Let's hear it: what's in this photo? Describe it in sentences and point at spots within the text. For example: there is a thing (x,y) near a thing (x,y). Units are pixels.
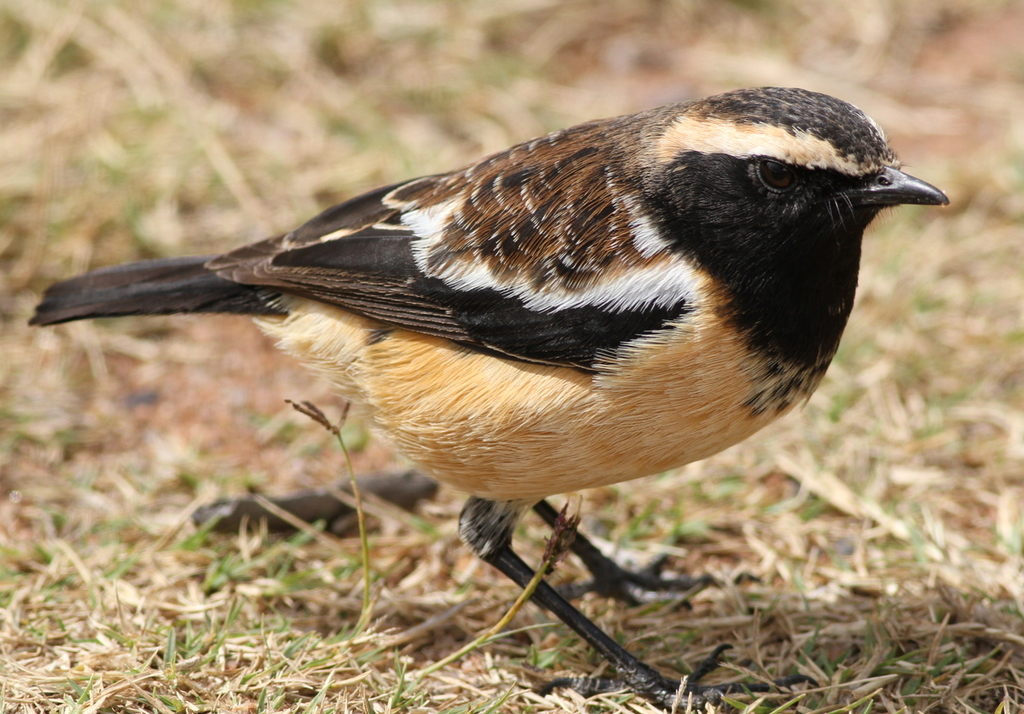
In the image we can see there is a bird (625,417) standing on the ground (578,647) and the ground (335,646) is covered with dry grass (442,653).
